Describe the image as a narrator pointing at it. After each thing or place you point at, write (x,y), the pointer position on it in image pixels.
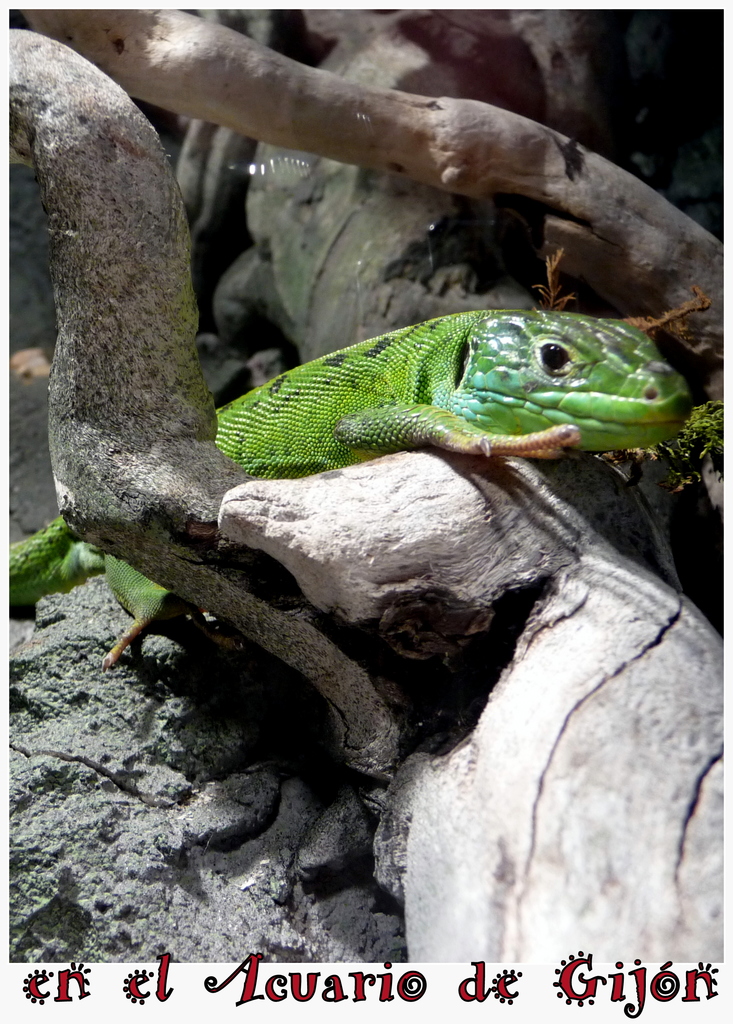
In this image there is a green colored lizard (345,407) in between the sticks (529,867) at the bottom (29,986) there is some text (361,972).
